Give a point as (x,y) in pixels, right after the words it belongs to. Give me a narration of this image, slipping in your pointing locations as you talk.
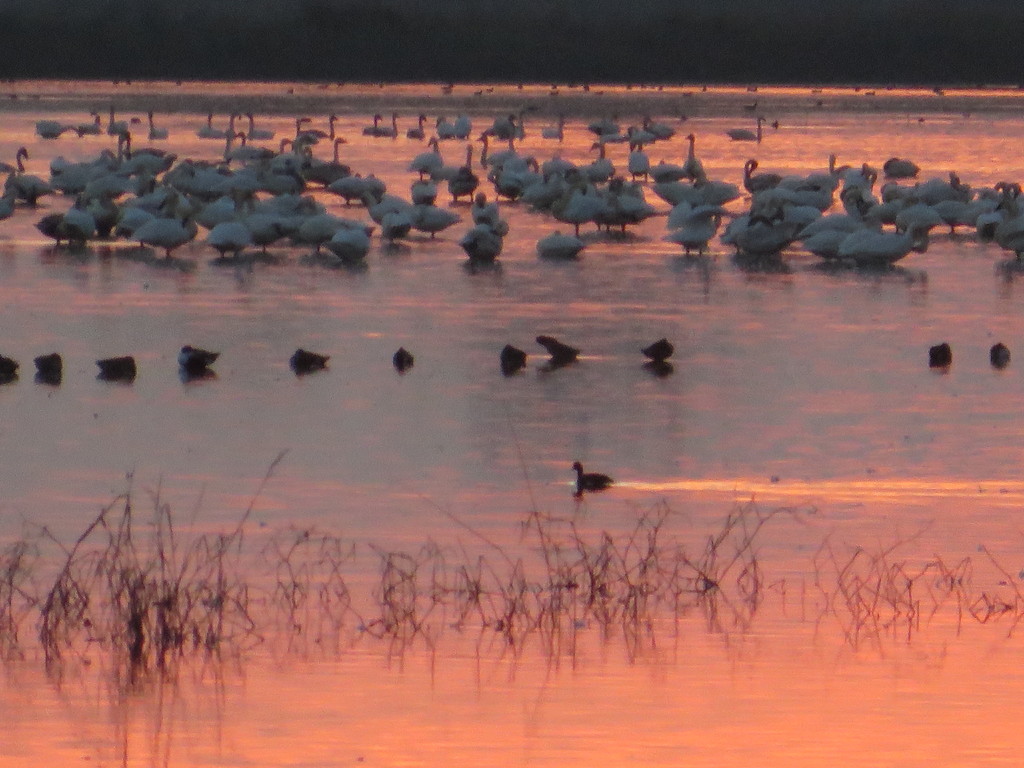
In this image I can see ground (443,267) full of water (496,417) and I can also see number of birds (669,349). On the bottom side of the image (89,527) I can see stems (292,593).
